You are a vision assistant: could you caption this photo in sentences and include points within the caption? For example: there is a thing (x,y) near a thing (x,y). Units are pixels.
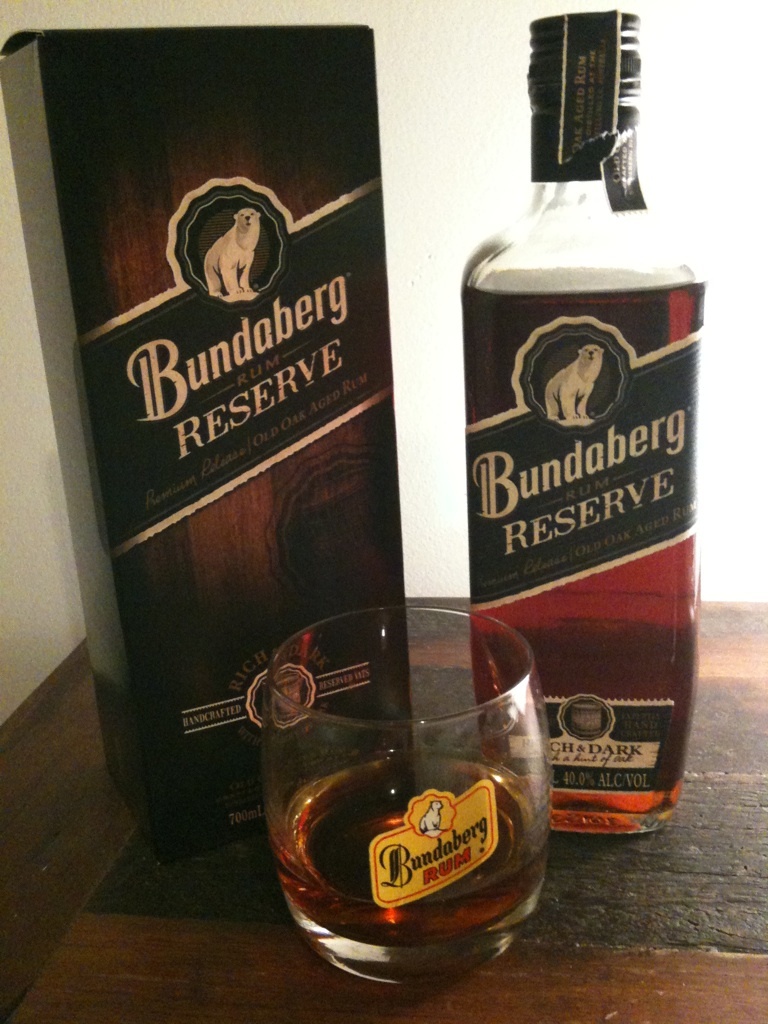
In this picture there is a bottle (517,579) and a glass (394,806). There is a box (263,548).
